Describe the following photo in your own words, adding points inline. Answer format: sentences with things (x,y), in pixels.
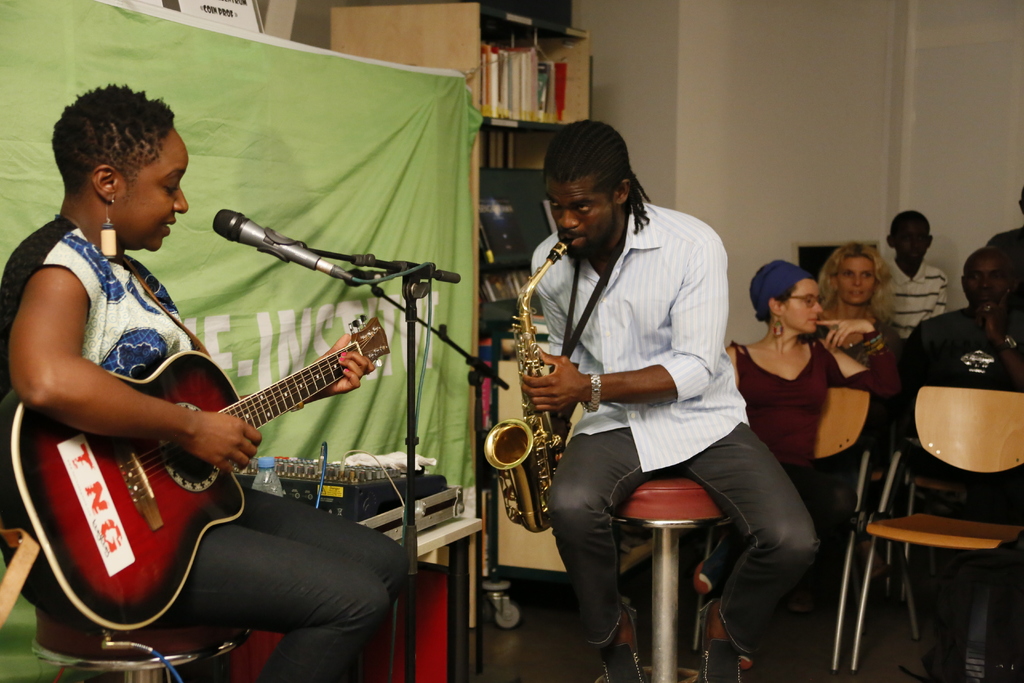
On the background of the picture (714,68) we can see a wall (720,39) and a cupboard (569,84) in which we can see books (505,102). This is a green colour sheet (287,118). Here we can see two persons (638,391) sitting on a chairs (645,499) in front of a mike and playing some musical instruments (376,326). Here we can see few persons (828,333) sitting on a chair (860,478).
